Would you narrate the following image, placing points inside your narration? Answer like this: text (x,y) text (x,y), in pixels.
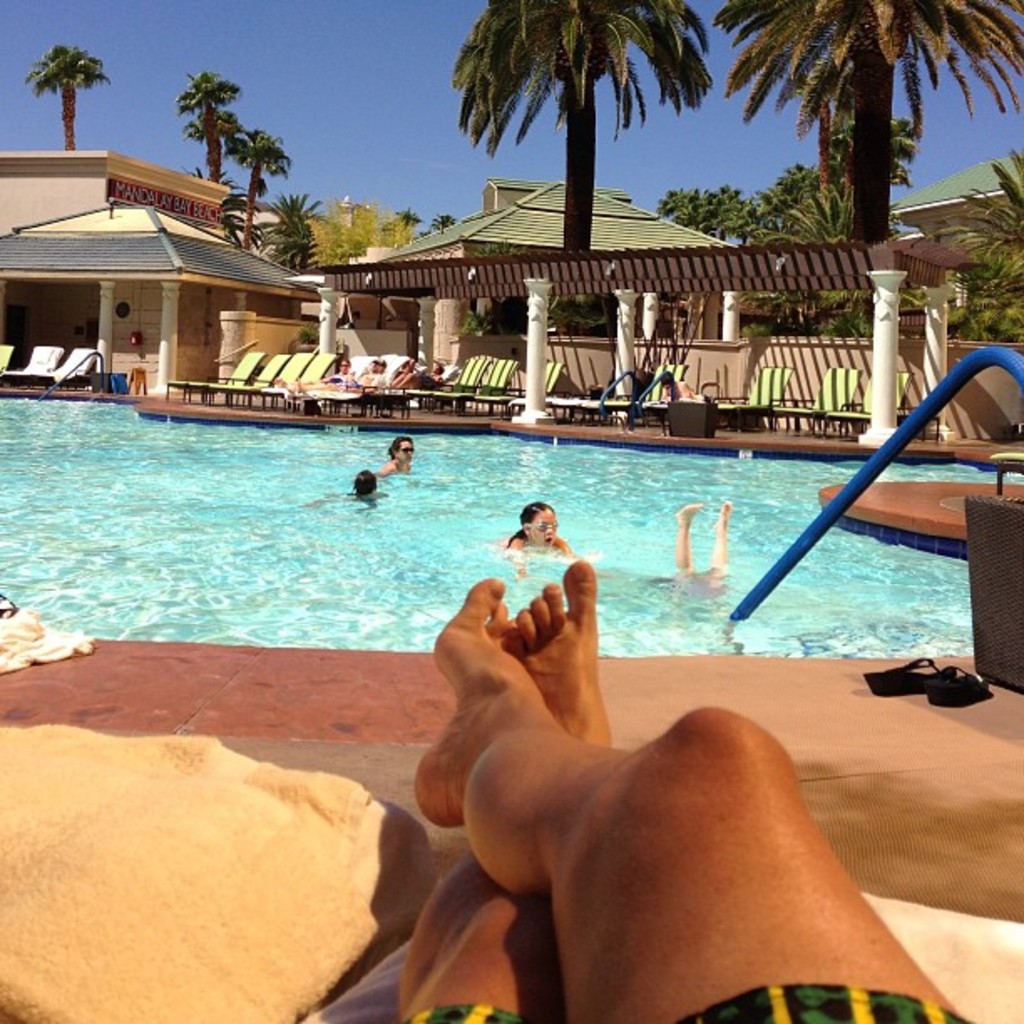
Front of the image we can see person legs (547,603) and cloth (168,892). Here we can see people (685,565) and water (327,492). Background (41,333) we can see people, chairs (249,360), pillars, houses (273,306), trees (489,129) and sky (144,110).
